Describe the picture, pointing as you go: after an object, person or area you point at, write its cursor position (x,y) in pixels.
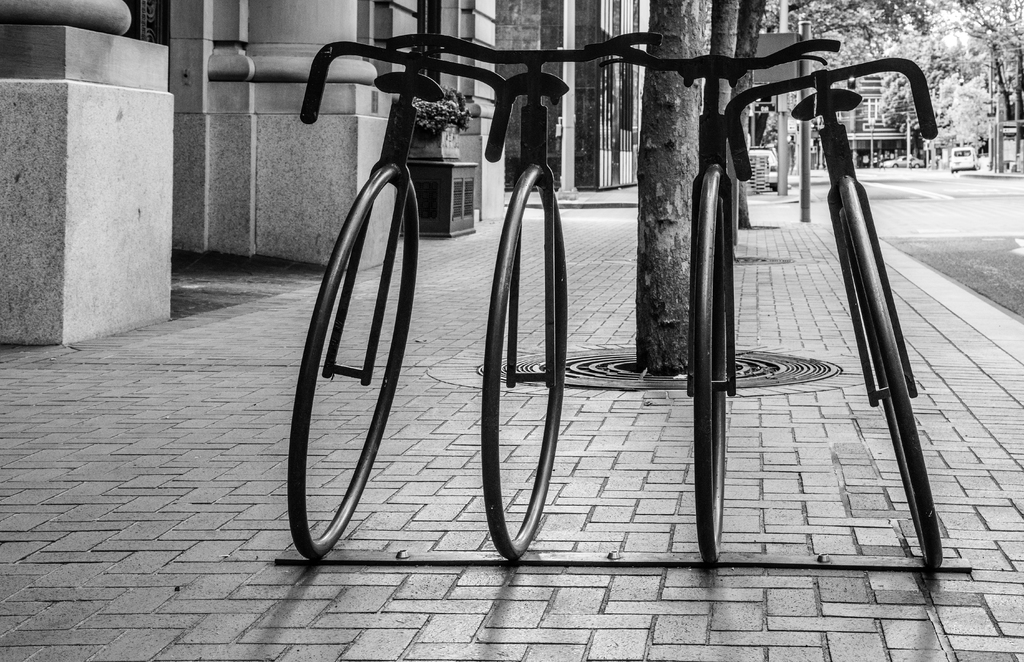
This is a black and white image. There are four bike racks (340,304). I can see the trees (954,57). These are the buildings (297,69) with pillars (172,116). This looks like a flower pot (449,142) with a plant (456,122), which is placed on the wooden box (459,186). This is the road (900,195). In the background (904,179), I can see the cars (902,162) on the road (963,181).
